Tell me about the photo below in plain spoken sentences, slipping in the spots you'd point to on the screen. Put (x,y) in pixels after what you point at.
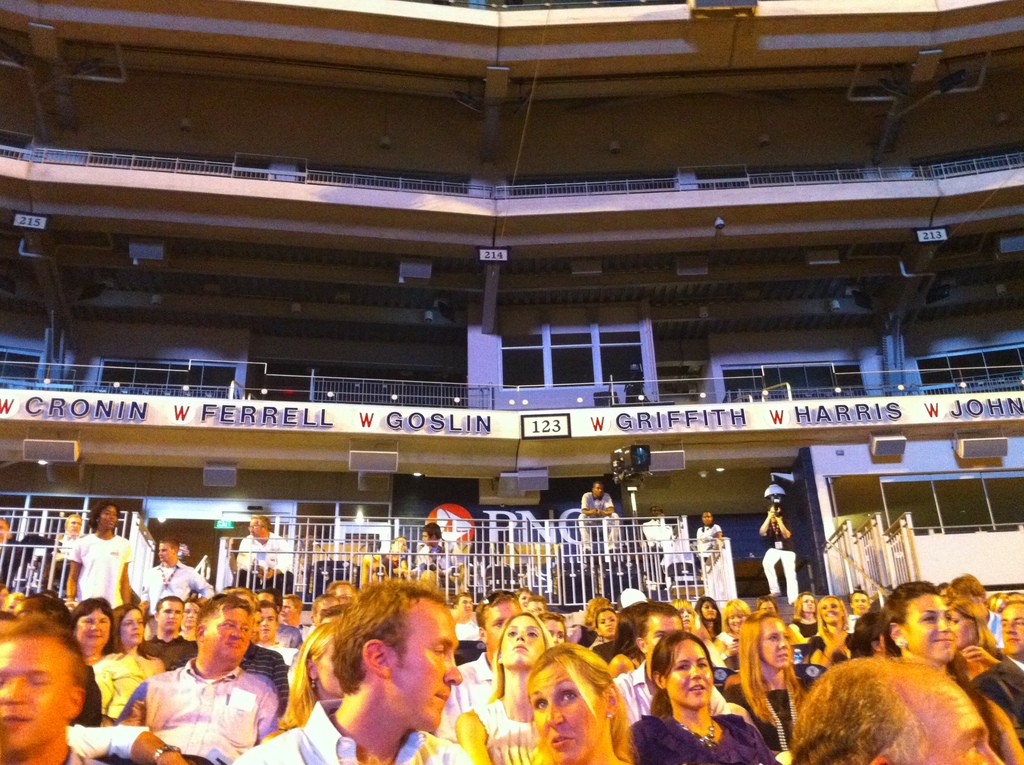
In this image there are railings (32,571), pillars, people (744,760), lights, boards (256,422) and objects (441,315). Something is written on the boards (533,422). Among them few people (112,577) are standing and one person (777,540) is holding an object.
